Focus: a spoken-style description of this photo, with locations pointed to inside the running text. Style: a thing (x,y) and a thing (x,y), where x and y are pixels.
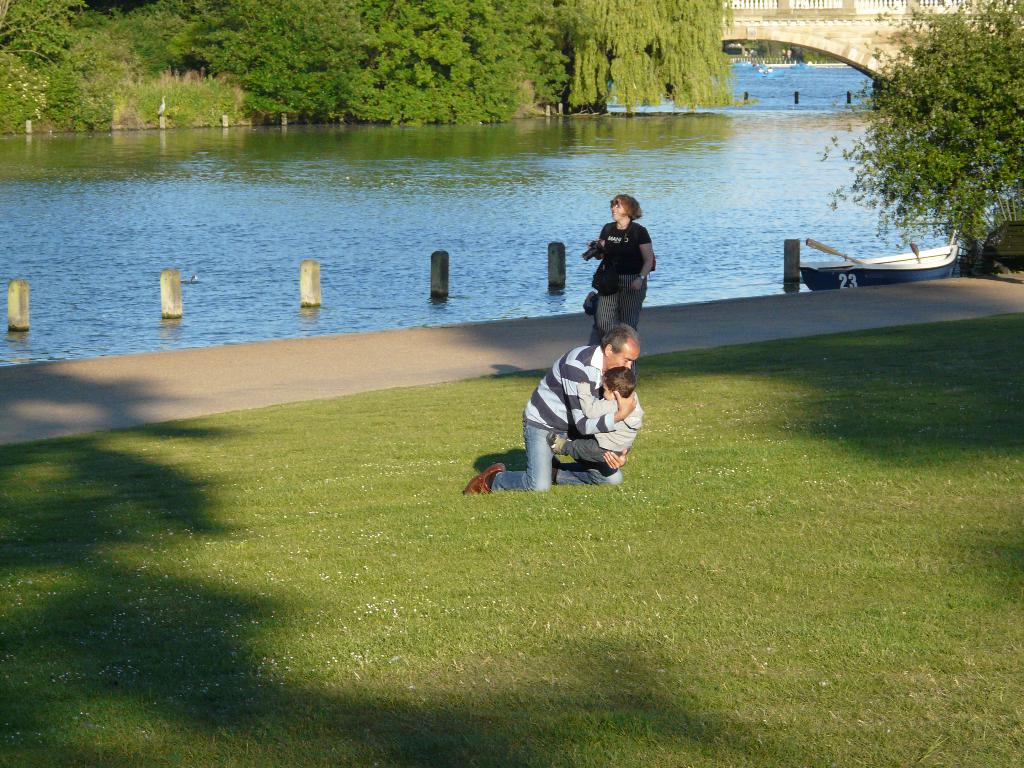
In this image we can see a man (603,422) holding the boy (635,424). We can also see a woman (614,293) standing on the path (350,362). There is also a path (695,334), boat (857,283) on the surface of the water (851,230). We can also see some trees (602,111) and also the bridge (808,12).
